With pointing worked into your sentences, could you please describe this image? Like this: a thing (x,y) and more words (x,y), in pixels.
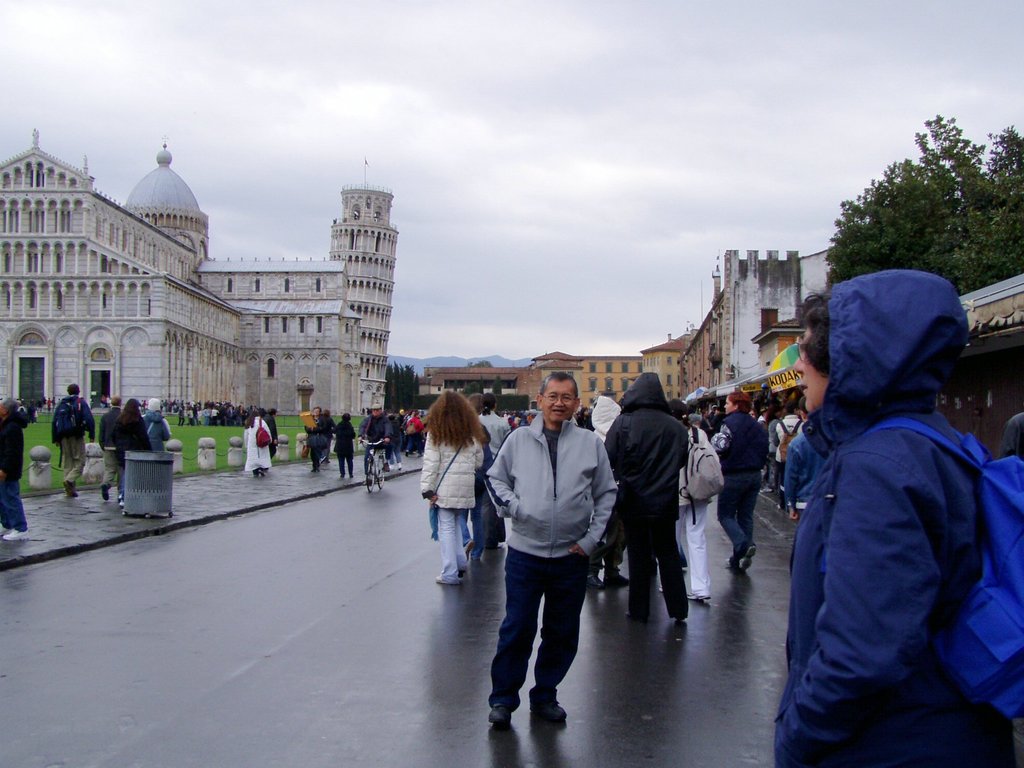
Here we can see few people (792,453) were both men (504,459) and women (447,484) on the road (368,492). In the background (219,373) there are buildings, few people (451,499) carrying bags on their shoulders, grass (293,423), hoardings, trees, mountains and clouds (445,110) in the sky (404,251).
